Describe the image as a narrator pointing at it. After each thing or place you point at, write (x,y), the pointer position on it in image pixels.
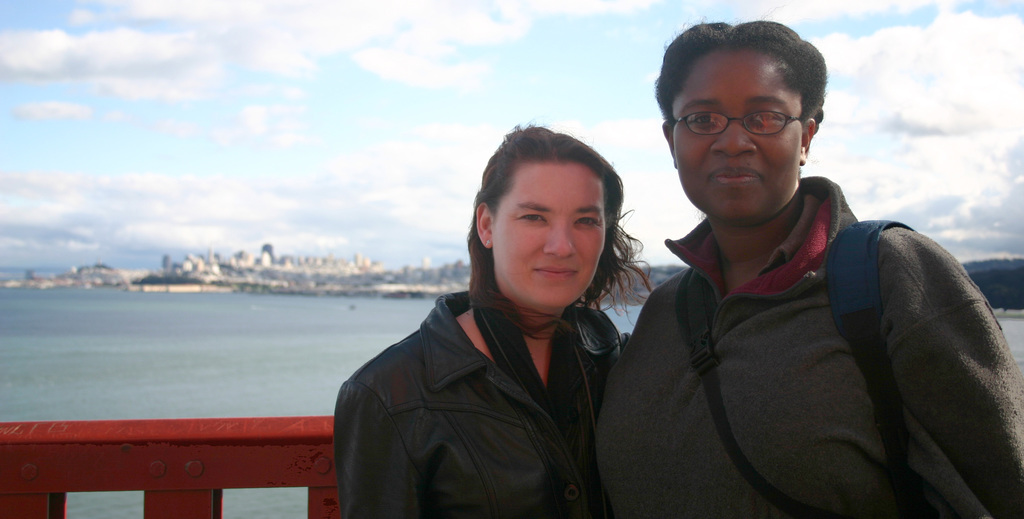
In this image we can see two women (524,402) are standing at the fence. In the background (196,332) we can see water (196,332), buildings (57,276), objects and clouds (646,7) in the sky (364,226).
